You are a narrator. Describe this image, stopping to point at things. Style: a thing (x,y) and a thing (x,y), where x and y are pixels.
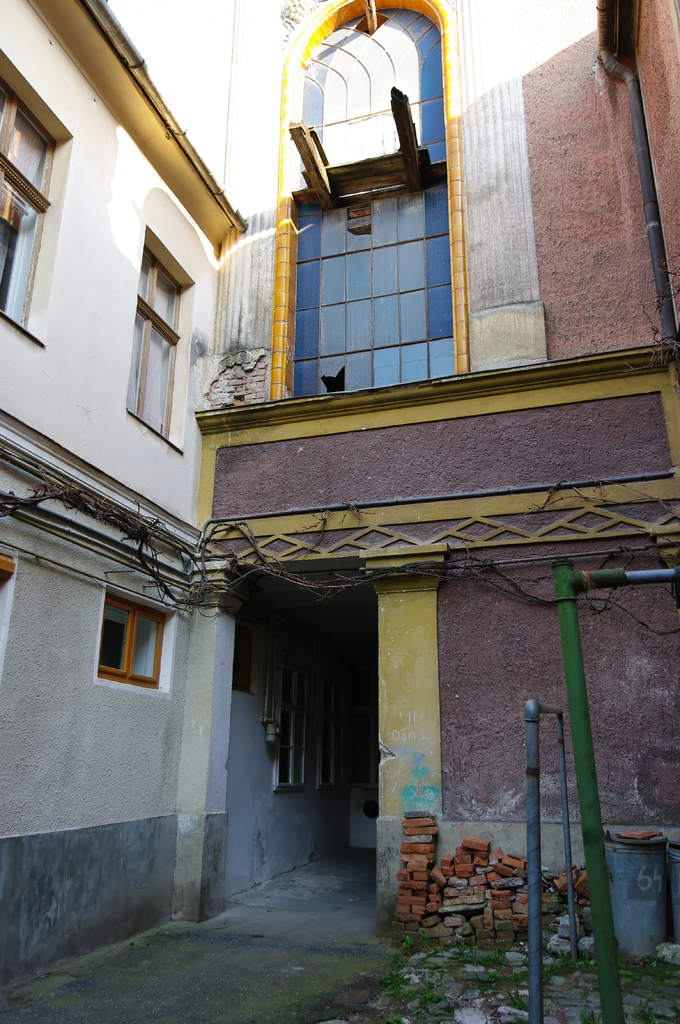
In this image we can see a building (367,414) and it is having few windows (402,323). There are few pipes (557,578) in the image. There are few cables (491,568) in the image.
